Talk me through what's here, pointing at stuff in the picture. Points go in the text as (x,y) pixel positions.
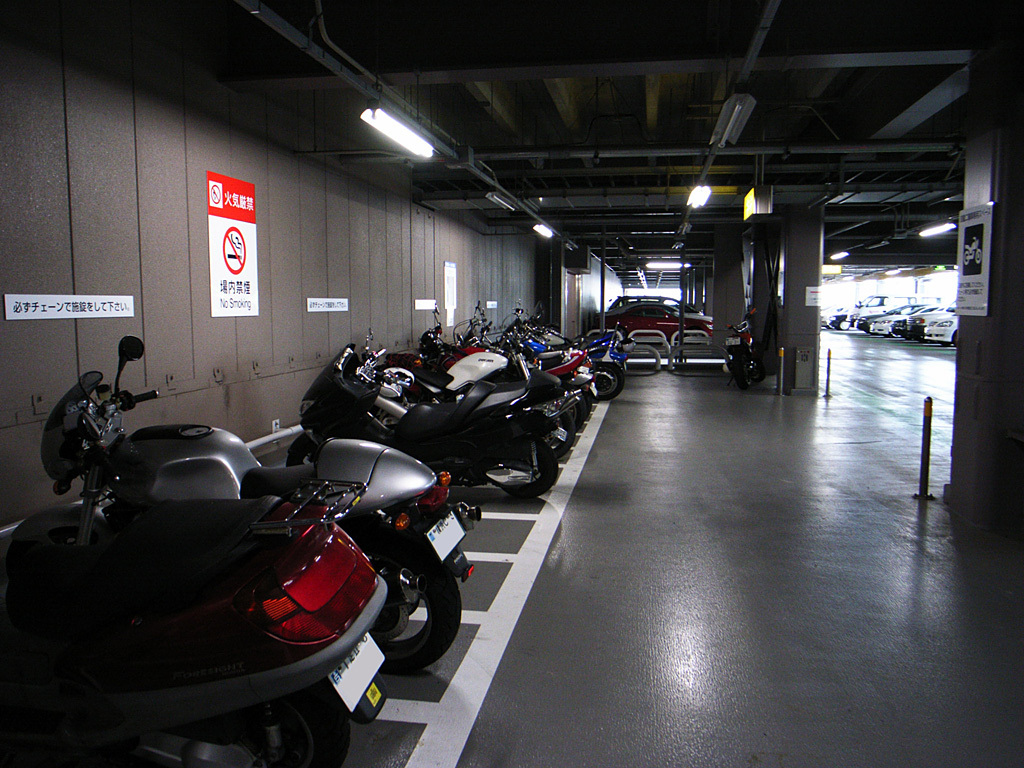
In this image we can see some motorcycles (586,383), and vehicles (882,315), there are some posters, signboards (225,300) on the wall (284,324), there are lights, also we can see the rooftop (637,203).
